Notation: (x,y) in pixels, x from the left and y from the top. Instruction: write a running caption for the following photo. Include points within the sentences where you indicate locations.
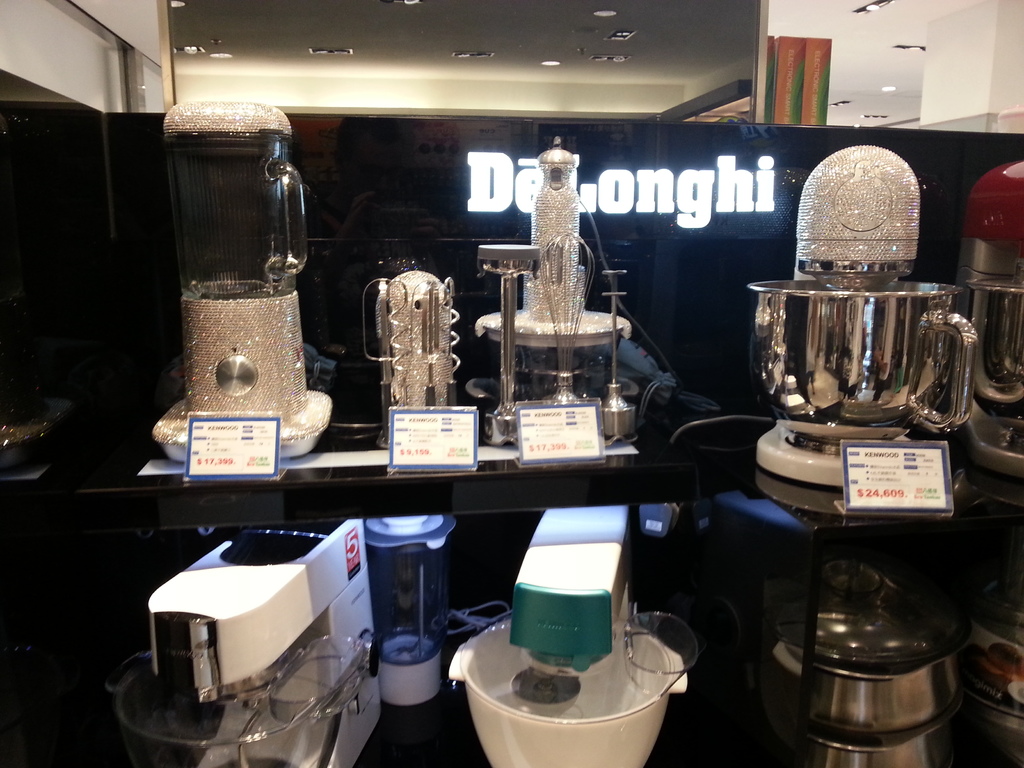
In this picture I can see number of juicers (224,251) and few utensils (902,642), which are of white and silver in color. In the middle of this picture (671,286) I see the black color surface (490,225) on which there is word (699,181) written. In the background (614,107) I see the wall (53,1) and the ceiling (427,34) and I see few price tags (458,421) in front (908,478).
